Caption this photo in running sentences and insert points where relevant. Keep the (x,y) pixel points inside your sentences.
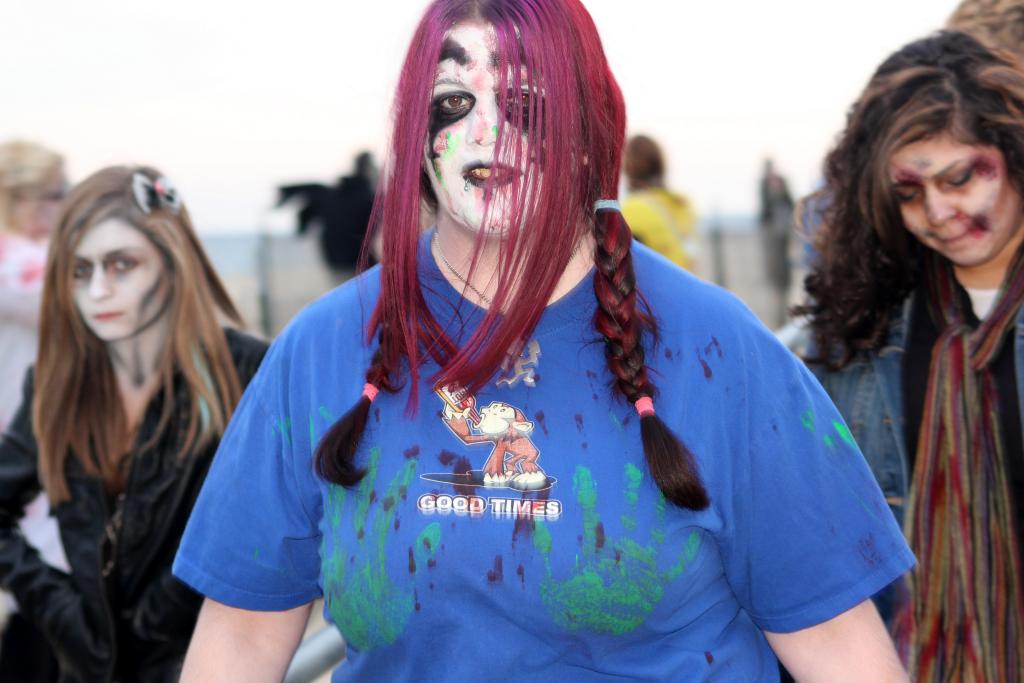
In this picture there are three women (495,444) who are standing on the road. In the back (48,162) I can see the blur image. At the top (264,52) there is a sky (232,8).
